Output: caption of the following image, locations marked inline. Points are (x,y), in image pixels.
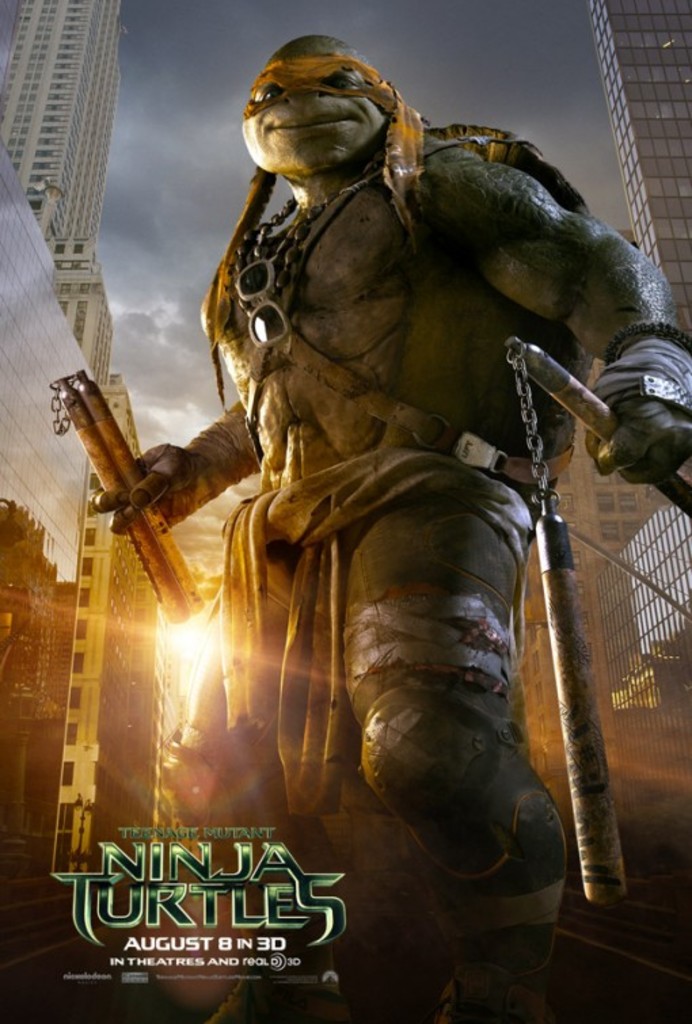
The picture is a poster. At the bottom (186,875) there is text (243,853). In the center of the picture (331,488) there is an animation (339,401) looking like a turtle (377,549). The turtle (227,474) is holding nunchucks (123,480). In the background (154,440) there are buildings (653,129) and sky (176,127). In the middle of the picture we can see sun (202,648).
